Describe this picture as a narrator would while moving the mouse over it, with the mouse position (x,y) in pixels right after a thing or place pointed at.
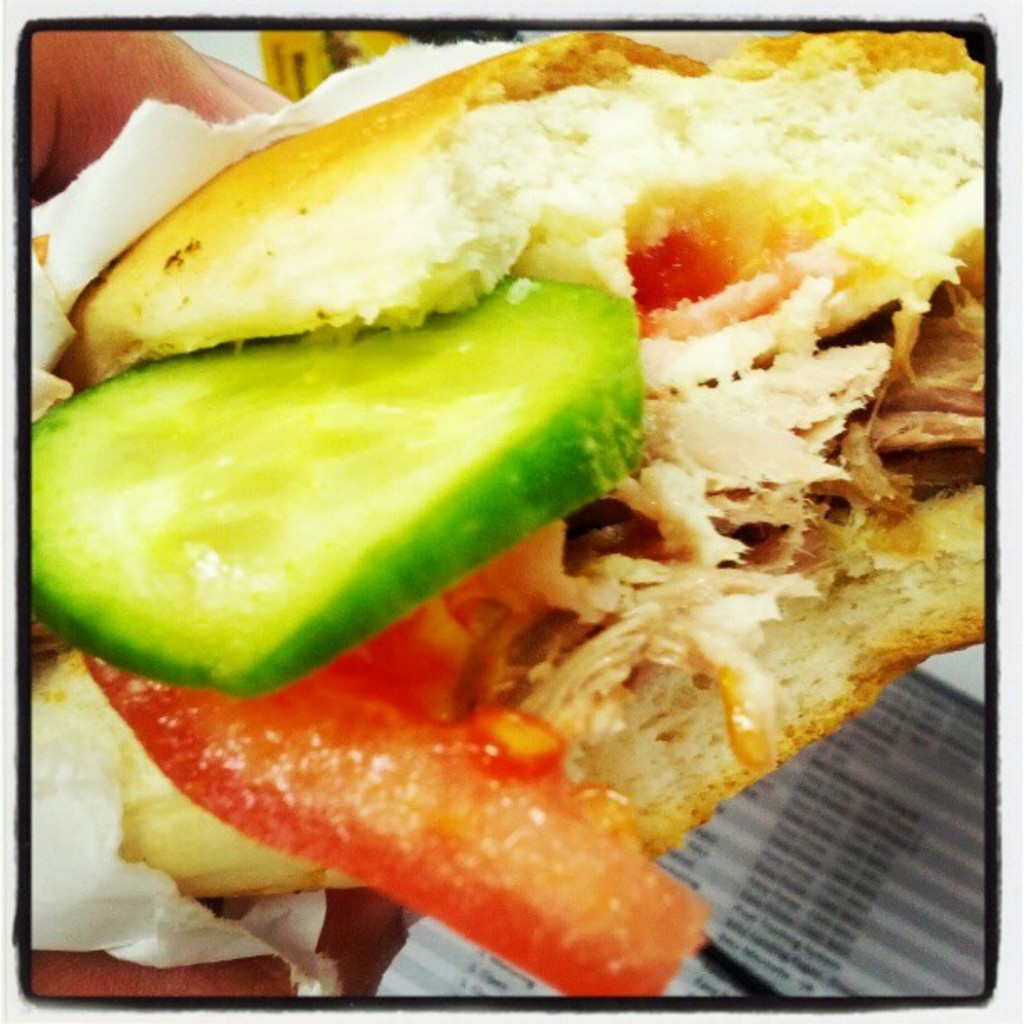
This is a food item (598,565), this is hand (133,70) and a paper (863,848).
